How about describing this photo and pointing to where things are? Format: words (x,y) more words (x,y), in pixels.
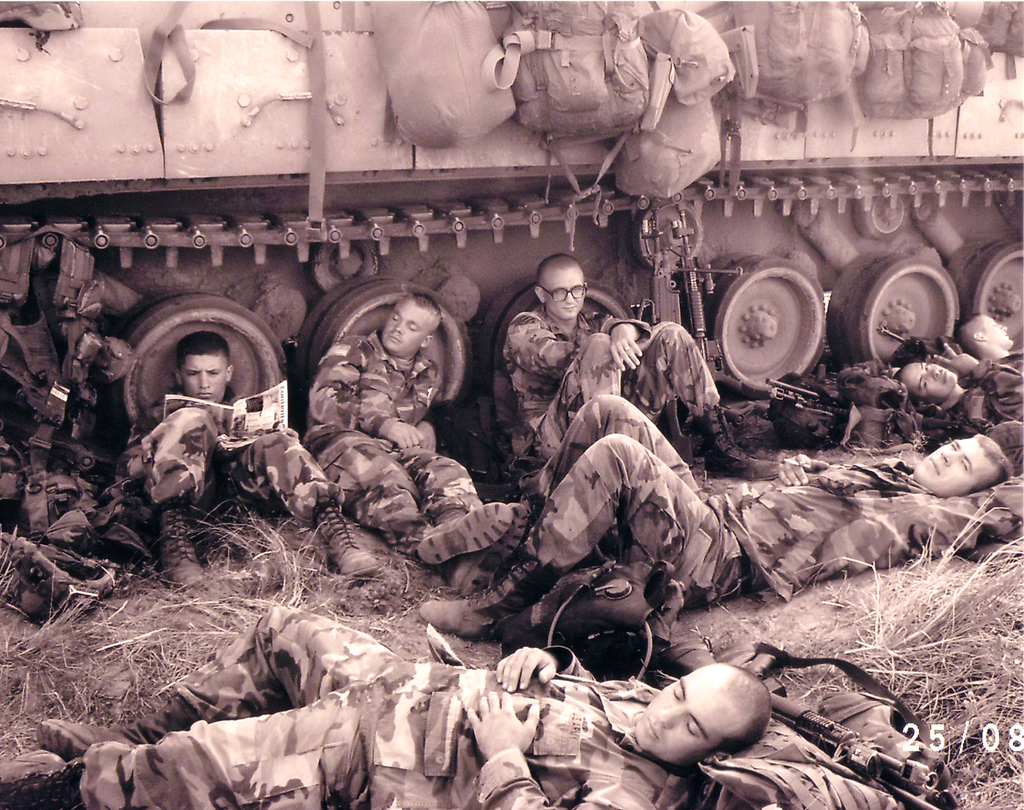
It is a black and white picture. In this image there are people (593,750), bags (613,566), weapons (849,745), dried grass (963,685), wheels (761,340), vehicle (410,252) and objects (824,384). Among them few people (764,496) are lying on the ground (956,669) and one person (268,461) is holding a book (277,405).
